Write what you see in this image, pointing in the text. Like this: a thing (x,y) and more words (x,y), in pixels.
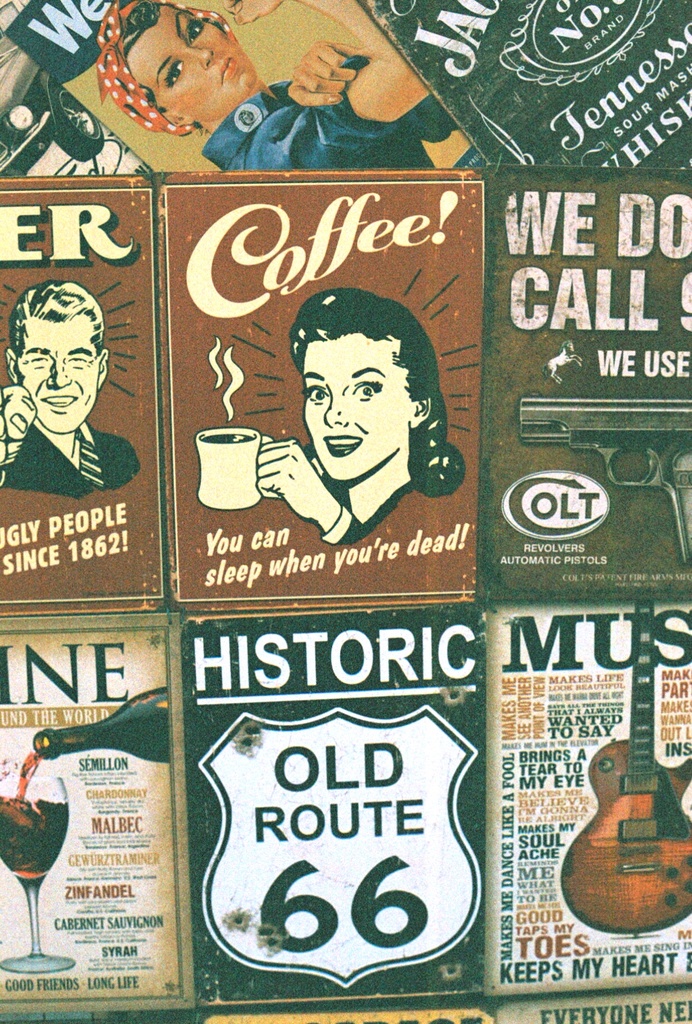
Here we can see posters (680,805), on these posters (461,105) we can see people (202,48), guitar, glass (9,825) with drink (31,819) and bottle (64,746).
